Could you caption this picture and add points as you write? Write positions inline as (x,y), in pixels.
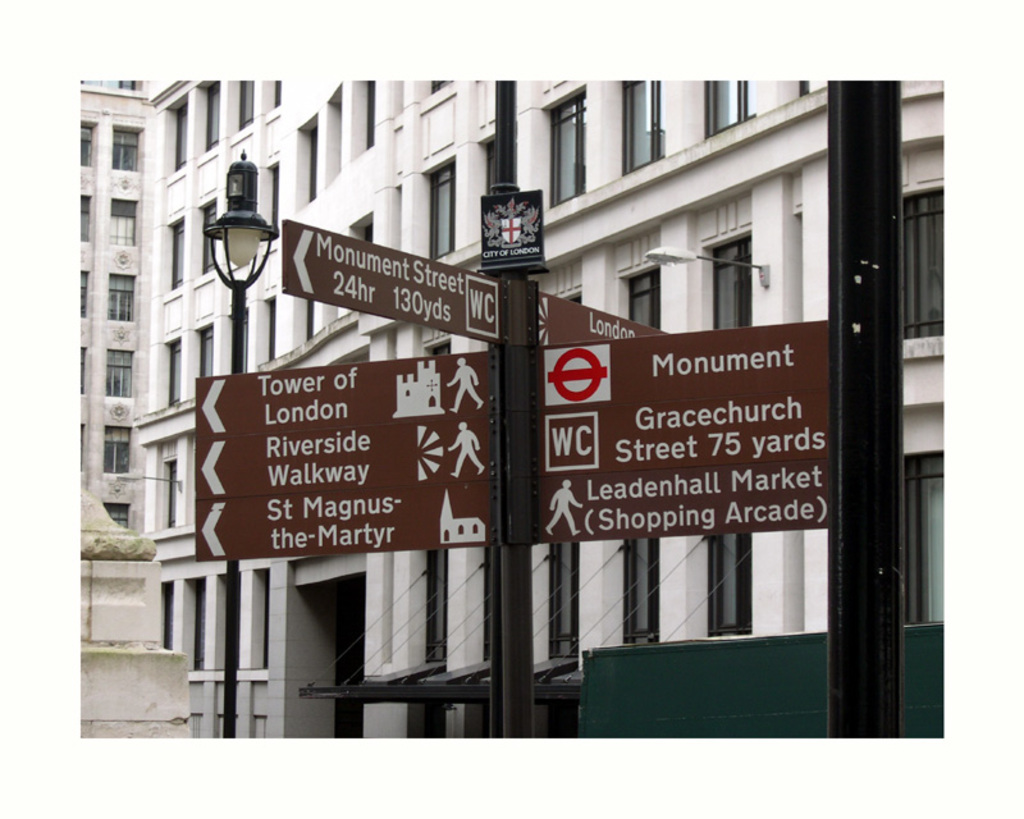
In this picture in the center (372,418) there are boards (596,481) with some text (722,450) written on it and in the background (168,223) there is a building (360,205) which is white in colour. There is a light pole (236,289) in front of the building (288,299).
